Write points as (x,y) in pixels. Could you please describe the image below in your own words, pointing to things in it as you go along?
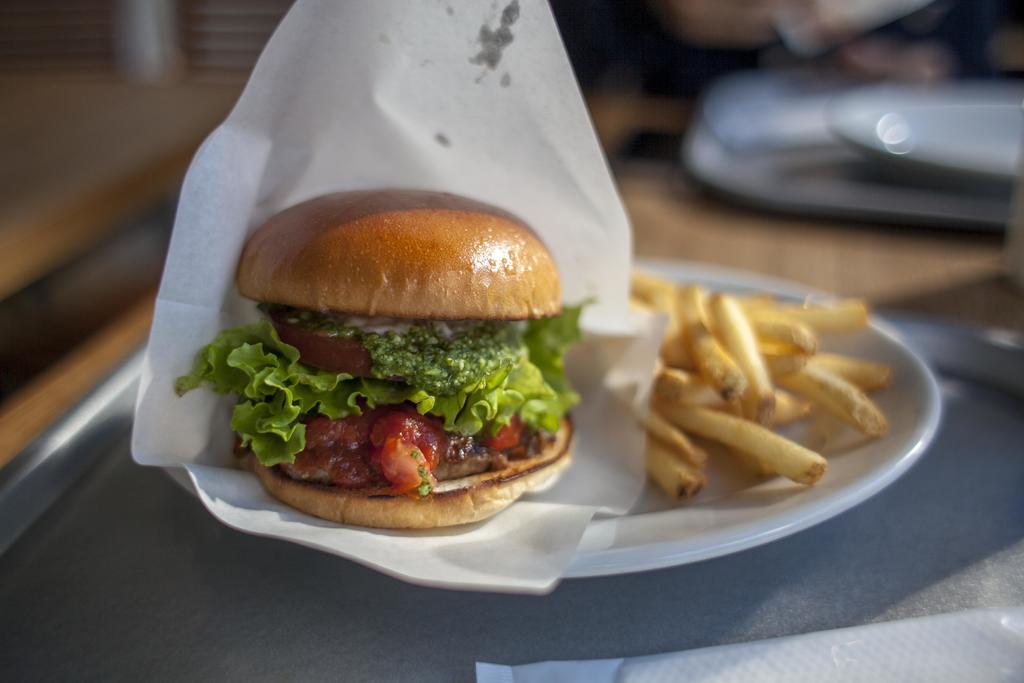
In this image we can see a burger (429,360) and french fries (724,421) in a white color plate (784,514). At the bottom of the image (133,622) tray (729,624) and tissue (786,655) is present.
